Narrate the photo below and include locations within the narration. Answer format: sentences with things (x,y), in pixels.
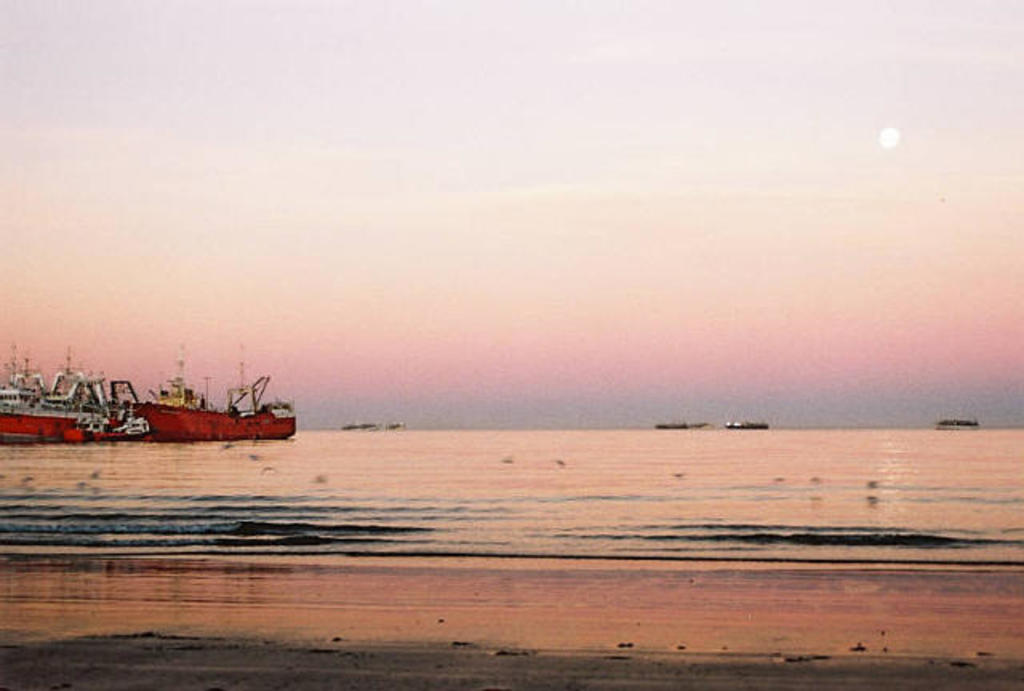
This is the picture of a sea (594,481). In this image there are ships (681,422) on the water (425,475). At the top (447,117) there is sky (619,129) and there is a moon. At the bottom (367,601) there is water (460,545) and sand (351,669).
